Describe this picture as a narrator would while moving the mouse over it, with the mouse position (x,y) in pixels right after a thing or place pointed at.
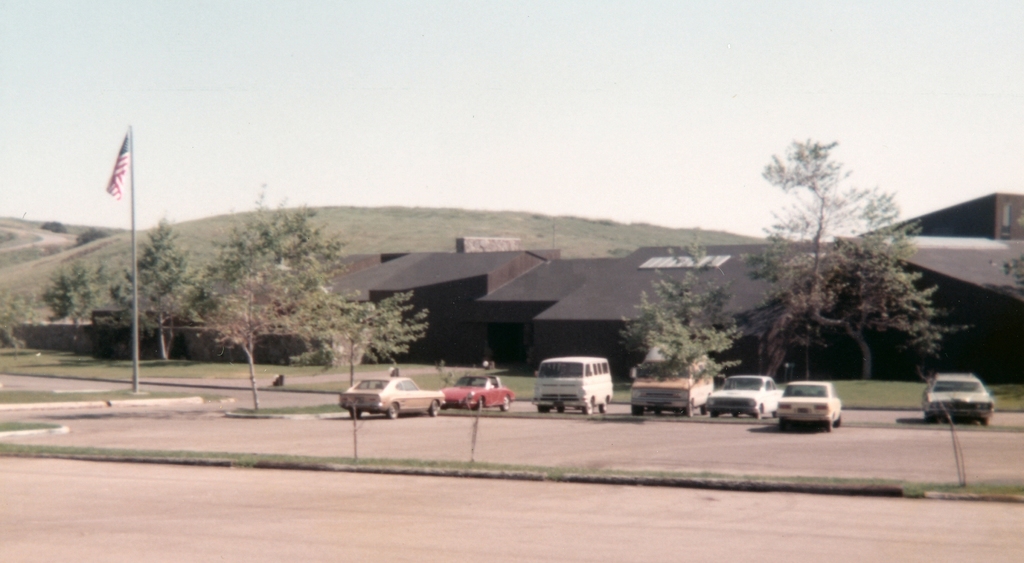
In the image there are few vehicles (601,367) parked beside the road (316,442) and around the vehicles (643,409) there are few trees (289,289), on the left side (132,144) there is a flag (113,180) attached to a pole (135,374), in the background (466,262) there are many roofs (651,266), behind the roofs (744,258) there is a small mountain (356,247).
